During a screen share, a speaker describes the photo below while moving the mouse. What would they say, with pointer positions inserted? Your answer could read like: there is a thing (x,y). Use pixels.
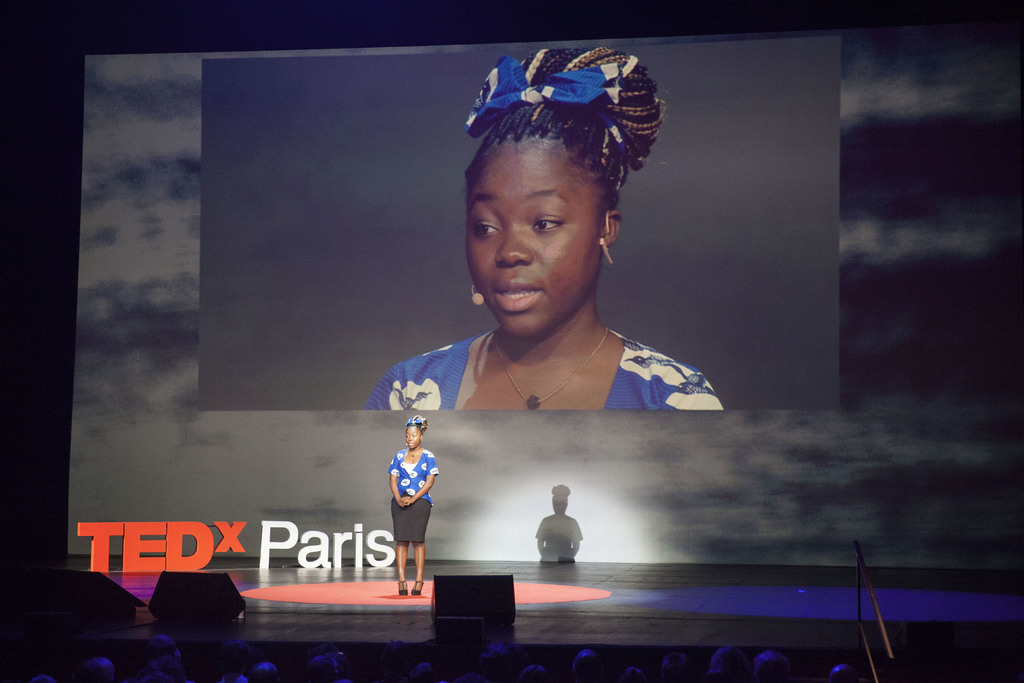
In the center of the image (413,450) we can see a lady (405,534) standing. At the bottom (177,612) there is crowd (500,675) and speakers (177,588). In the background (313,410) there is a screen (500,361).
